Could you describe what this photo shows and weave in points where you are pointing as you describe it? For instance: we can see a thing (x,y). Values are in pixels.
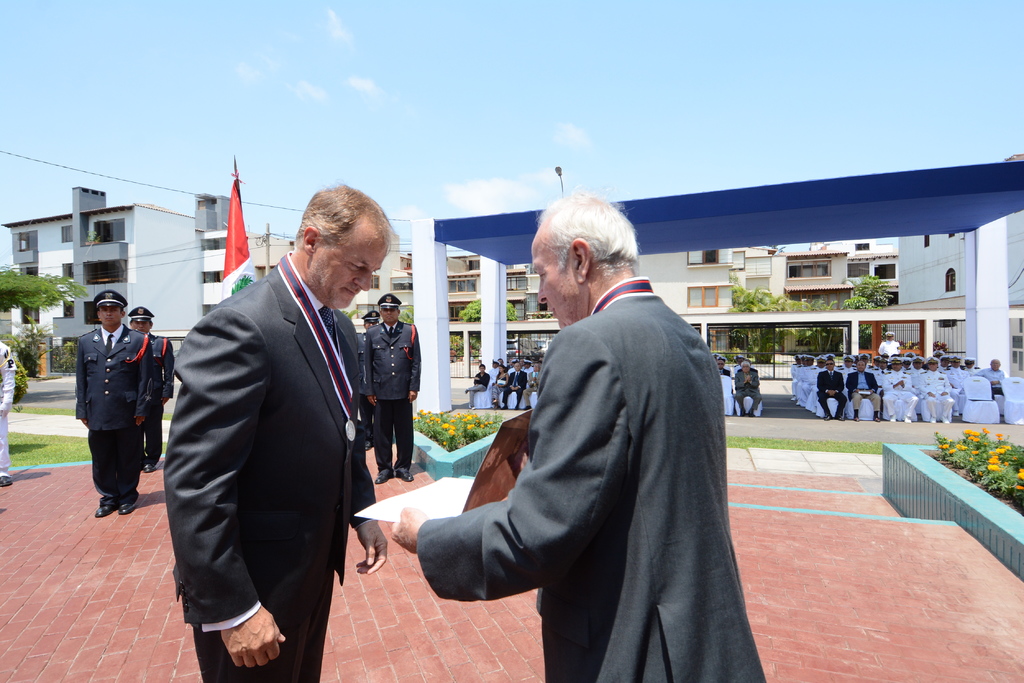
In this image we can see there are a few people (612,439) standing and few people (794,384) sitting on the chair (490,398). And we can see the person (536,524) holding an object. We can see there are stairs (877,488), plants (970,450) with flowers (956,447), flag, buildings (409,278), trees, grass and the sky (497,103).
